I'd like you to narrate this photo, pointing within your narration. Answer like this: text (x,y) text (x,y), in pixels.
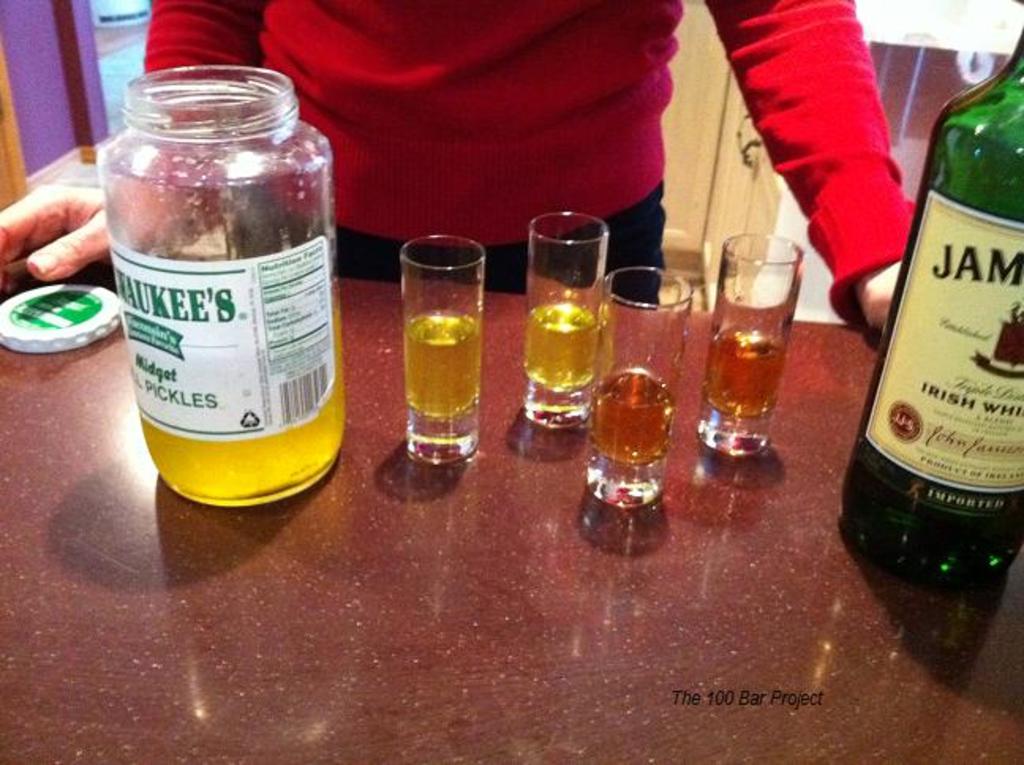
In this picture we can see a glass jar (180,222) on the table (383,548), and some other glasses (545,394) with liquid (761,362) in it and a whiskey bottle (954,286), and in front a person (494,48) standing.
